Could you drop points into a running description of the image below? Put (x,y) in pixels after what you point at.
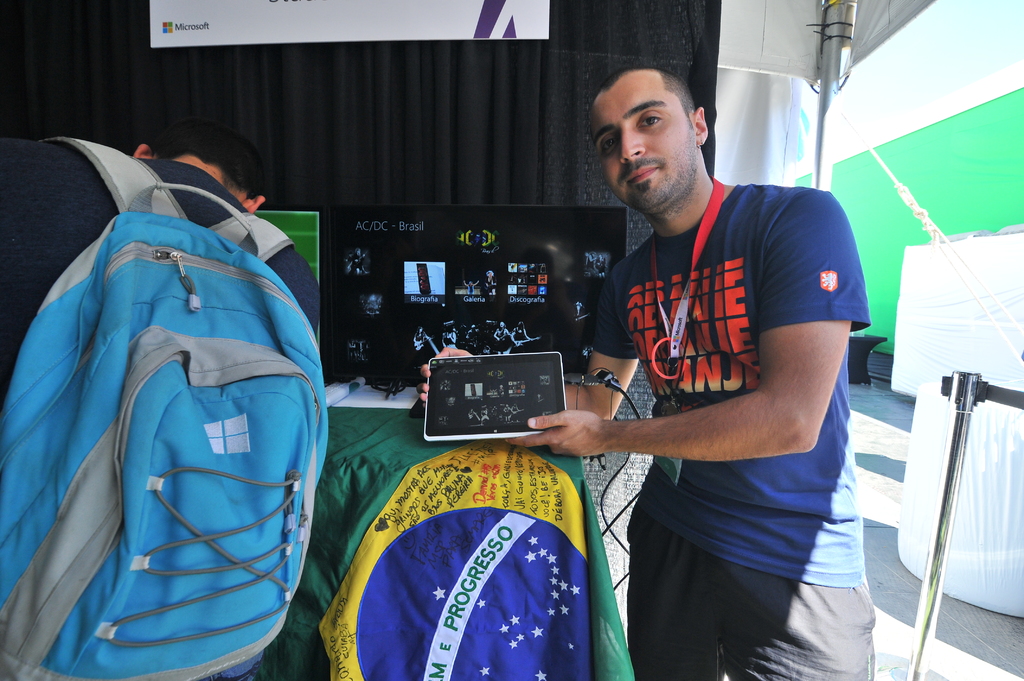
In this picture there is a man (724,365) wearing blue shirt (726,399) is holding a device (505,408) in his hand (584,441). There is a bag (209,480), green color cloth (347,456), black object (430,317) and a black curtain (391,132) at the background (378,129). There is a poster (350,31). There is a stand (961,450), a tent (760,58).
